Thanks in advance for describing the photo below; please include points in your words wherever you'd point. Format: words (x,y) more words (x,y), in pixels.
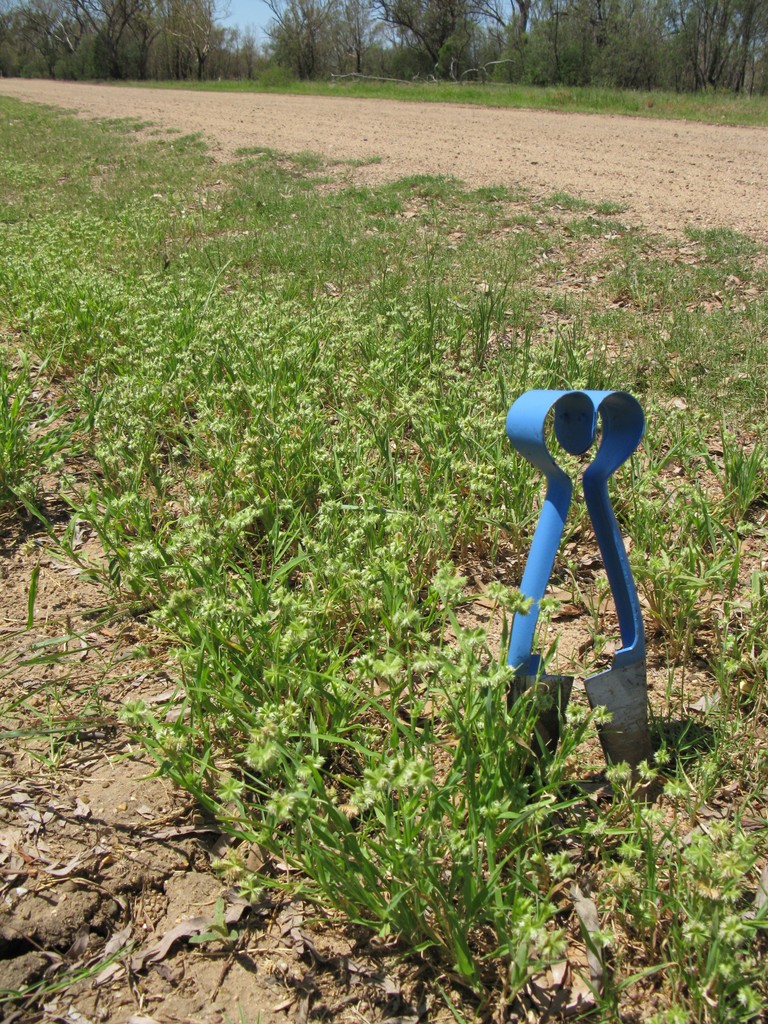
In this picture we can see an object (617,454), plants (309,329) on the ground (177,125), trees (319,76) and in the background (219,18) we can see the sky (249,22).
